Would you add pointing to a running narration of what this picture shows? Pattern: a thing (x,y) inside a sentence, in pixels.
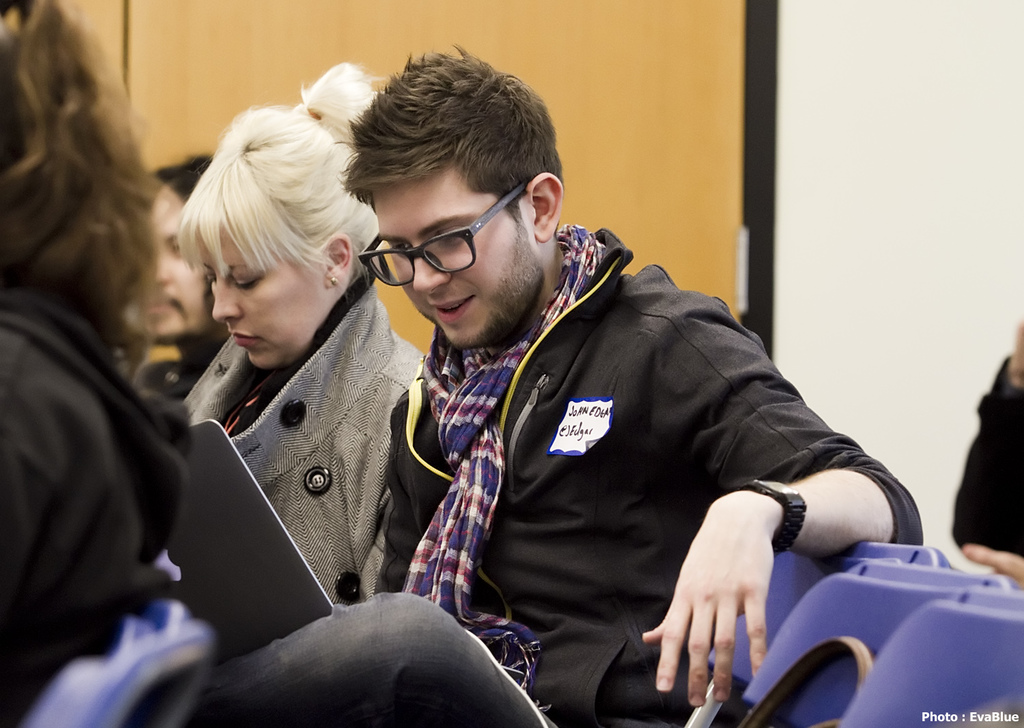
In this picture there is a boy (679,372) wearing a black coat (621,528) is sitting on the chair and looking into the laptop (277,604). Beside there is woman (293,321) with white color hairs (320,201) sitting on the chair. In the background (621,111) there is yellow color wall (690,107).
